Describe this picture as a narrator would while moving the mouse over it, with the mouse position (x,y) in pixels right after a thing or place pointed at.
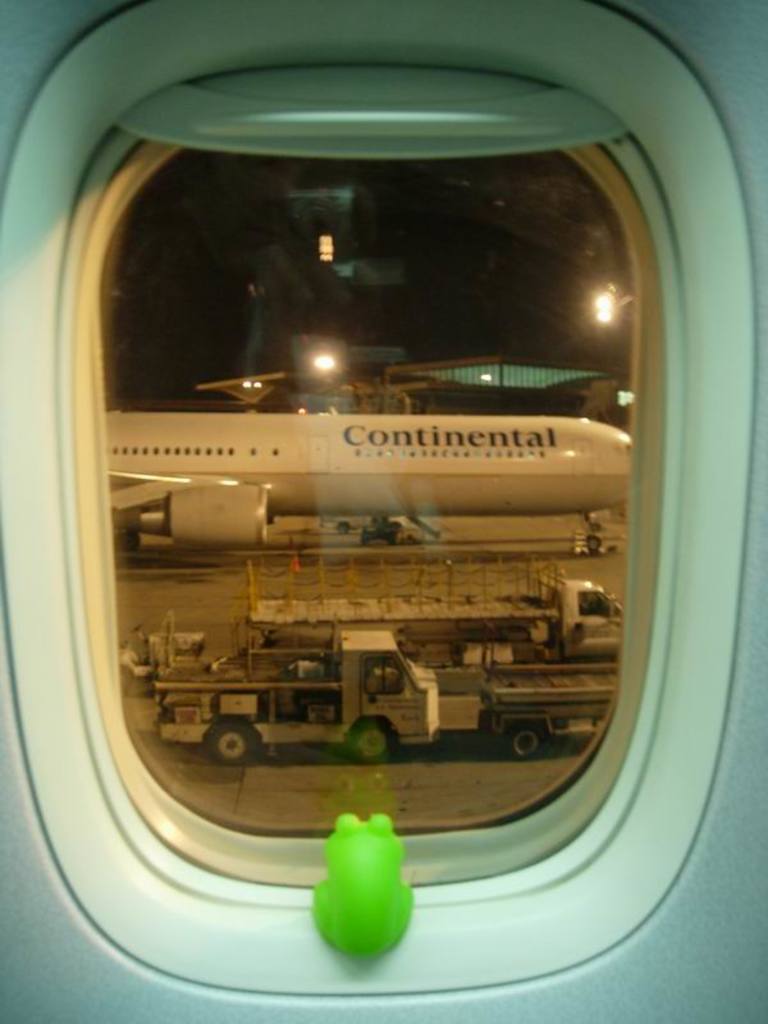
This is a picture taken from inside the airplane (0,483). Here I can see a glass window (373,526) through which we can see the outside view. Beside there is a green color toy frog (353,894). In the outside view there is an aeroplane (334,485) on the ground (237,560) and also I can see few vehicles (402,662). In the background (372,341) there are few lights (600,317) in the dark.
